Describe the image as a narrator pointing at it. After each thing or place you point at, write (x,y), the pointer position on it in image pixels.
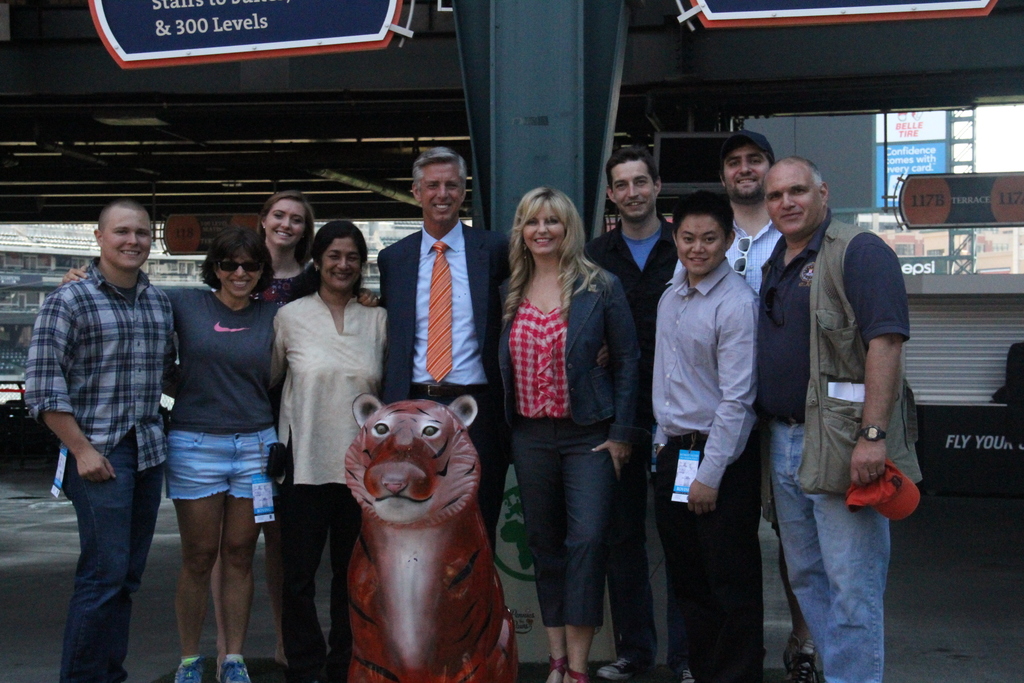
In the image we can see there are people (428,258) standing, wearing clothes (555,377), shoes (614,674) and they are smiling. Here we can see the sculpture (383,575) of animal (463,567). We can even see road (943,613), board (956,217) and text (189,16) on it. We can even see there are buildings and the shutter (967,348).
